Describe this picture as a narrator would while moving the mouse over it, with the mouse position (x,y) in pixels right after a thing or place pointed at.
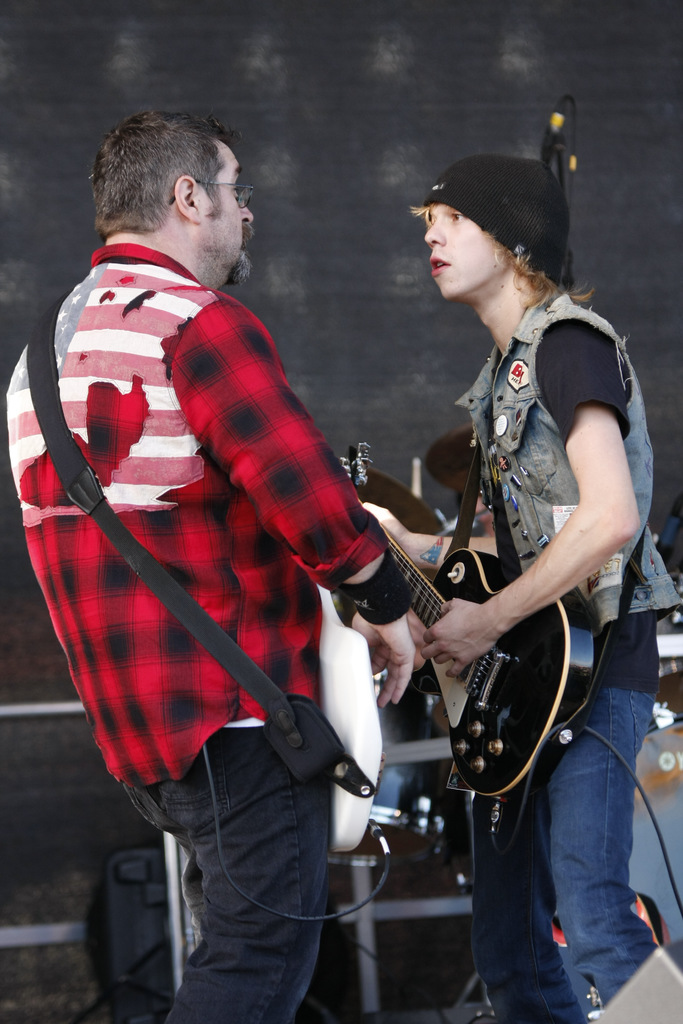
In this picture there are two persons (612,379) standing and holding guitar (450,720) in their hands (402,655).
